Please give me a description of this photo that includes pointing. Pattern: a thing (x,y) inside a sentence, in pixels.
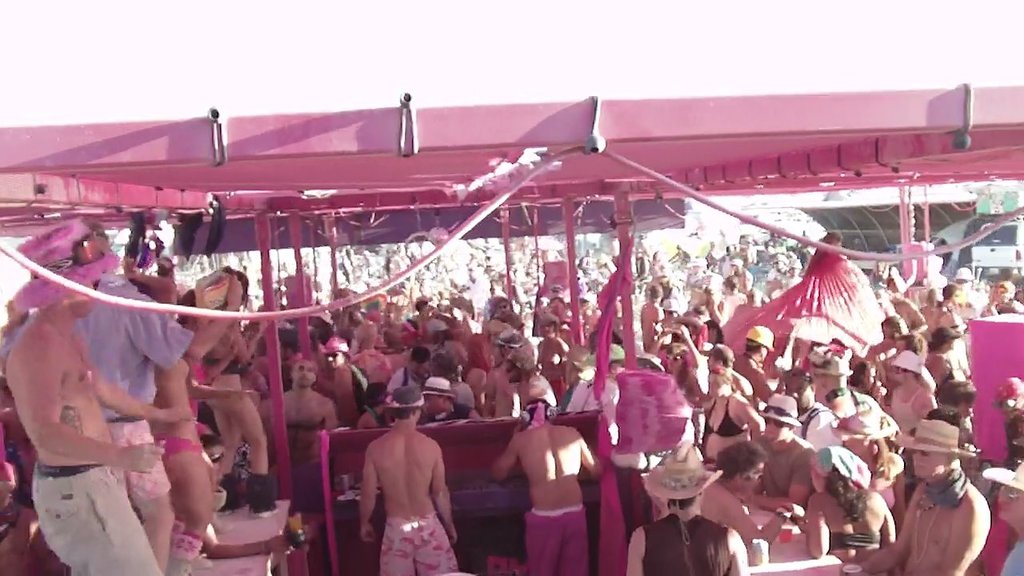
In the image to the bottom (511,448) there are many people (827,370) with pink dress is standing and also there are poles (633,326) with pink clothes (613,294). Above them there is a tent (703,163) which is in pink color. To the top of the image (13,80) there is a sky (122,99).
